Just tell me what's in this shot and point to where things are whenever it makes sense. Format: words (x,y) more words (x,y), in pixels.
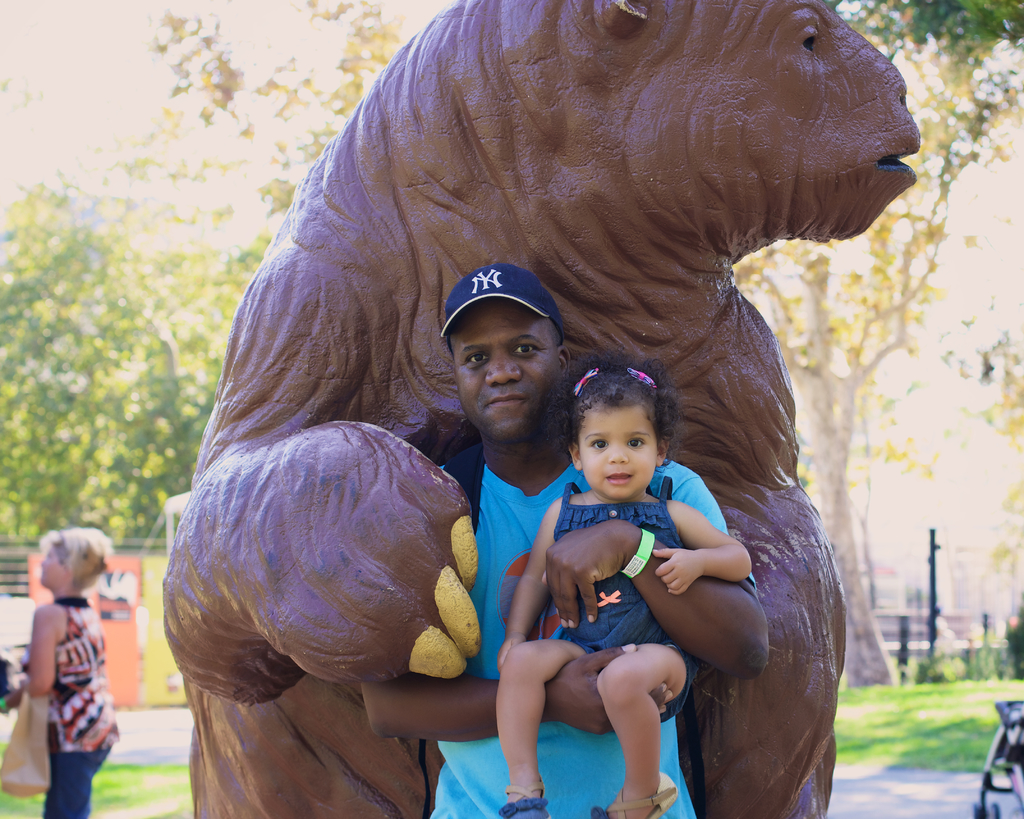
In this picture we can see a statue (336,566) in the middle (355,509), there is a man (518,557) standing and holding a kid (634,587) in the front (601,586), at the left bottom (87,662) there is a woman (74,702), in the background (163,457) we can see trees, grass (902,685) and a pole (930,625).
